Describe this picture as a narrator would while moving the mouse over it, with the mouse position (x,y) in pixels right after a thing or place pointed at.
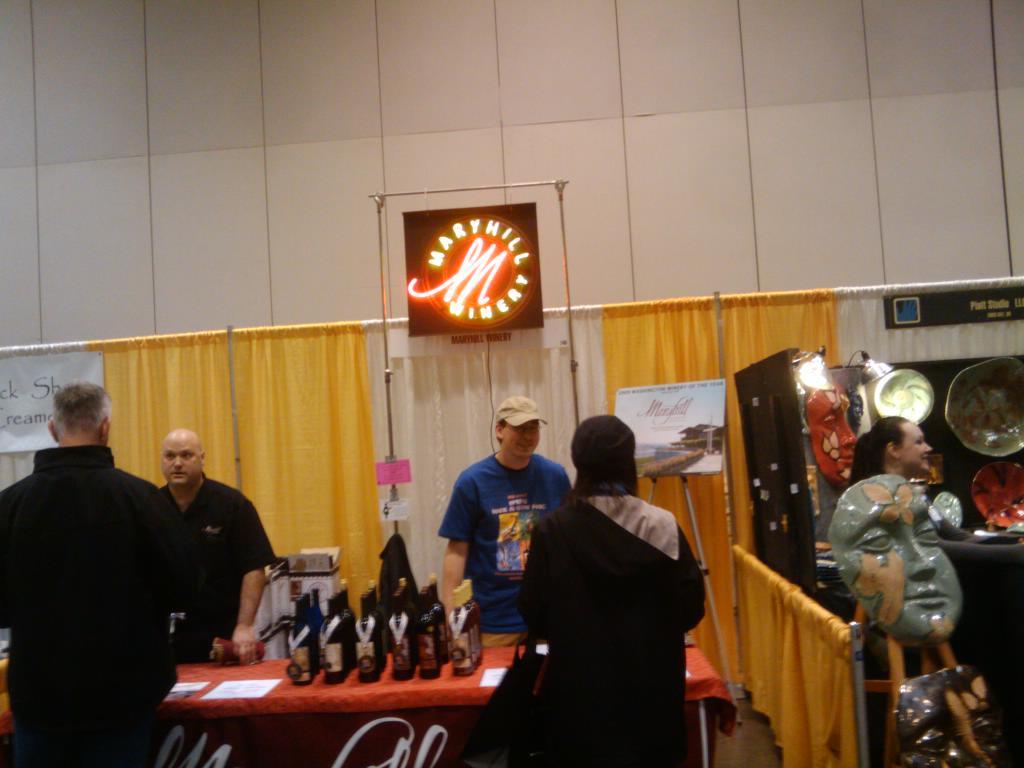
In the picture there are four people (629,616) standing around a table (257,700) and on the table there are some bottles (349,621) and on the right side (900,456) there is a woman (883,446) and around her there are many objects (821,424), behind these people (89,405) there is a yellow and white curtain (359,377).
